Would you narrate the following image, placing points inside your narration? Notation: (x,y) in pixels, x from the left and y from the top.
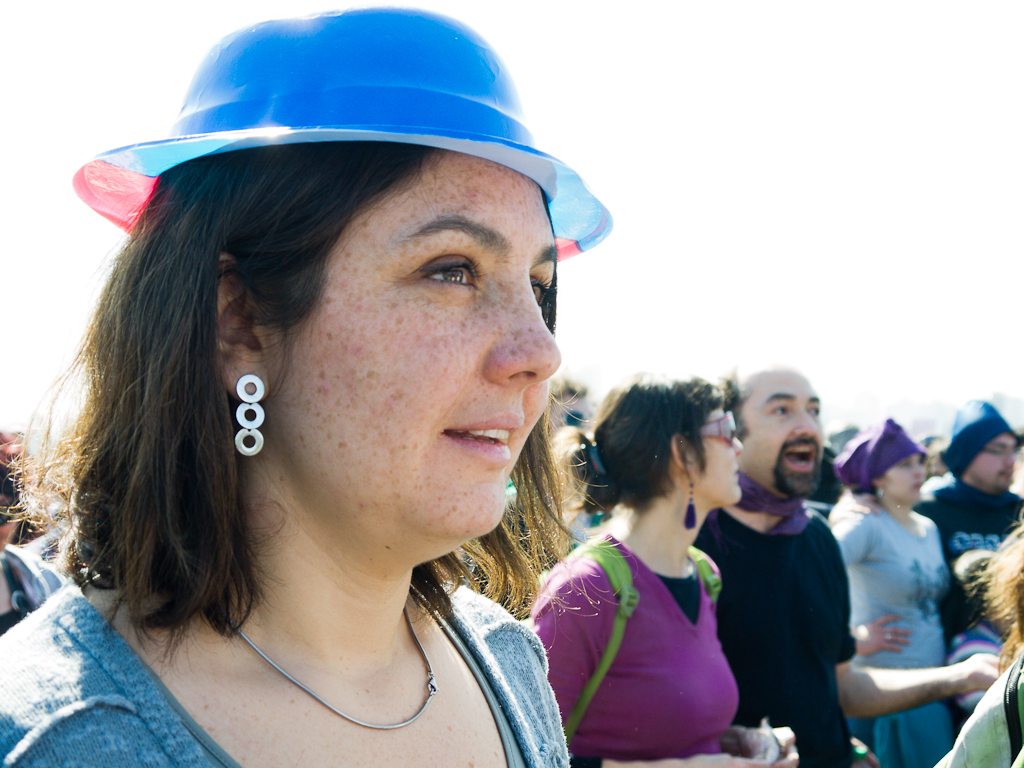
In this picture I can see there is a woman (438,536) standing wearing a blue cap (443,96) and in the backdrop (676,529) there is another person (685,622) standing wearing a purple shirt (634,631) and a green bag (626,579) and there are two other persons (887,466) wearing headgear (964,426) and the sky (874,223) is clear.
